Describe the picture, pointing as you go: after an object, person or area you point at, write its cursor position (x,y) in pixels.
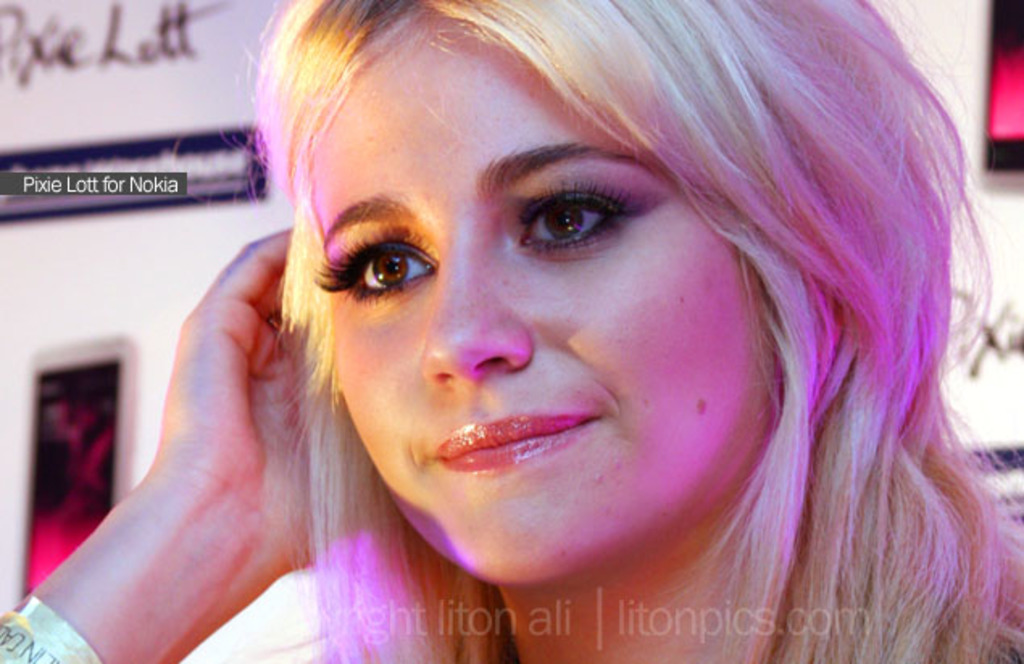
In this picture I can see there is a woman (830,343), in the backdrop (267,12) I can see there is a banner (93,243).
